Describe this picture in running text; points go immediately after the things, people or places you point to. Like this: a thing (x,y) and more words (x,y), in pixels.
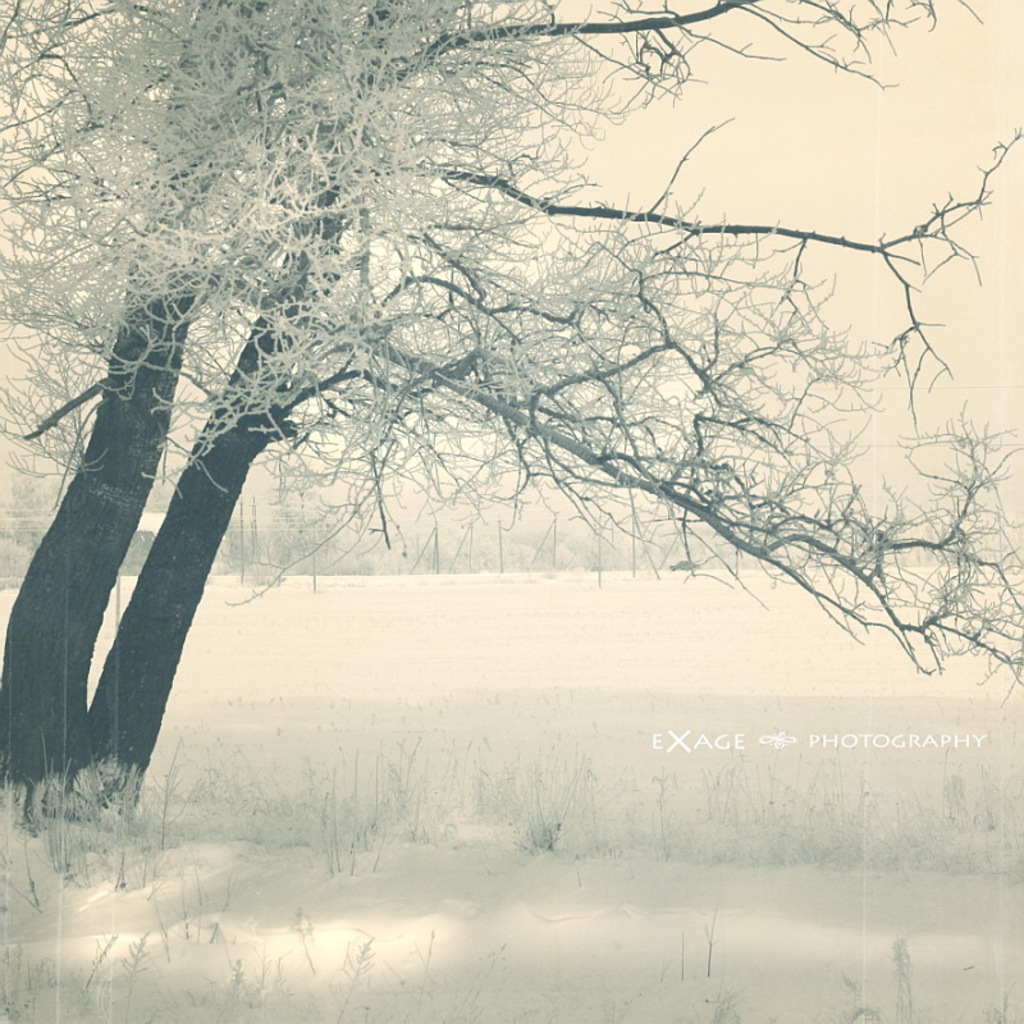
In the image we can see trees (289,389), snow (473,711), grass (433,766) and the sky (824,140). On the right side (865,739), we can see watermark (900,747).
